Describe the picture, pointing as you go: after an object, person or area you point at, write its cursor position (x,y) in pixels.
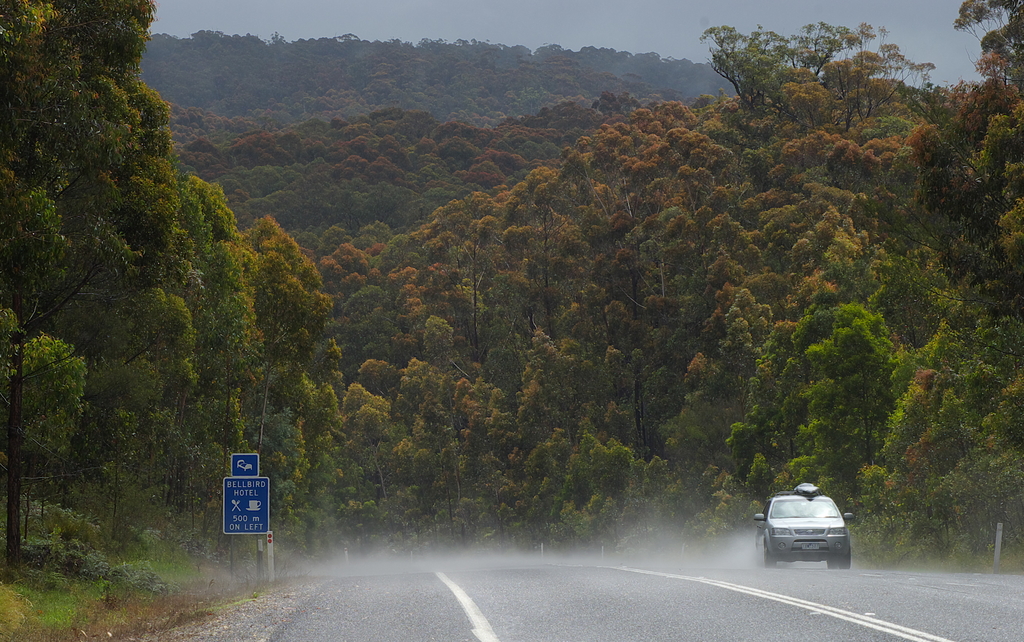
This is an outside view. At the bottom of the image (824,535) I can see a car (778,544) on the road (526,622). There is a blue color board (248,504) is placed beside this road (394,590). In the background (425,306) I can see the trees (432,171). On the top of the image (517,29) I can see the sky (358,29).
